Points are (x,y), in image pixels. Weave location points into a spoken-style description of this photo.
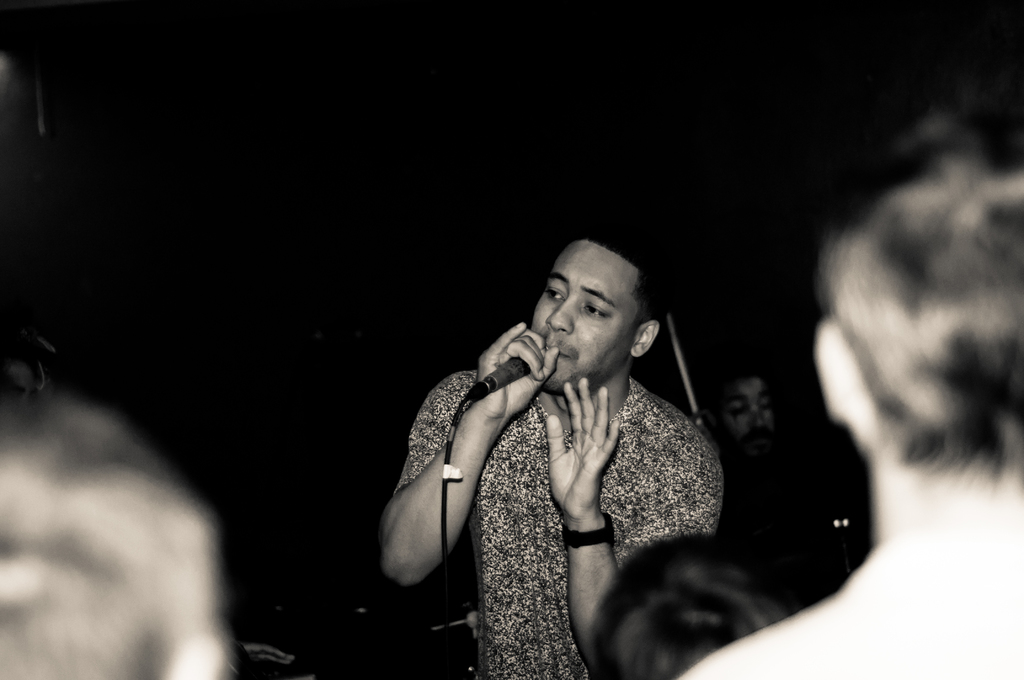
In this image in the center (543,371) there is one man (530,492) who is standing and he is holding a mike (498,385) it seems that he is singing, and on the right side (945,510) and left side (182,511) there are some people (194,534) who are standing. In the background (261,282) there is a wall (344,212).
